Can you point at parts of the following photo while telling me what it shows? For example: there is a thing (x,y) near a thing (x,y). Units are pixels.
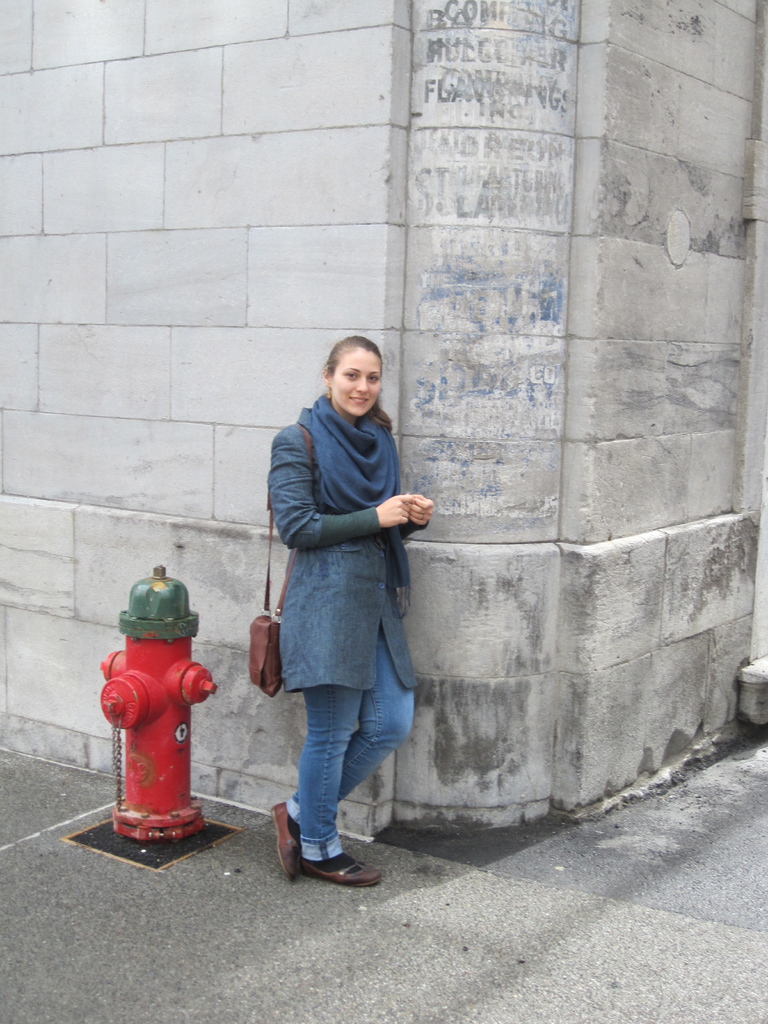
In this picture I can see a woman (294,806) standing, there is a fire hydrant (149,611), and in the background (373,176) there is a wall (457,268).
